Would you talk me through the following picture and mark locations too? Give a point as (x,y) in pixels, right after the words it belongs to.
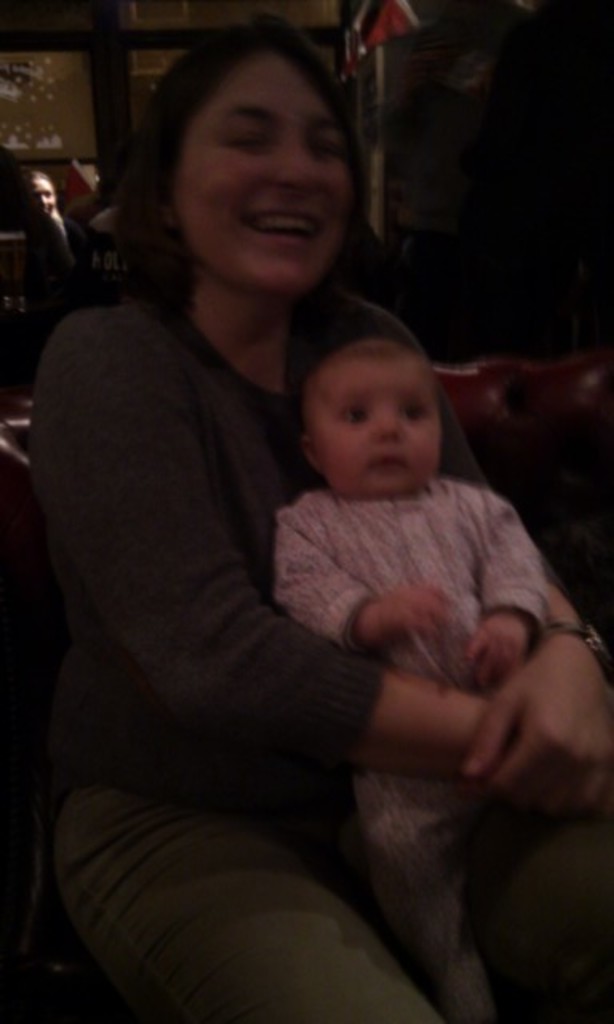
In this picture there is a woman (216,710) sitting and smiling and she is holding the baby (523,558). At the back (24,87) there is a person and there is a reflection of tree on the mirror (47,113).
